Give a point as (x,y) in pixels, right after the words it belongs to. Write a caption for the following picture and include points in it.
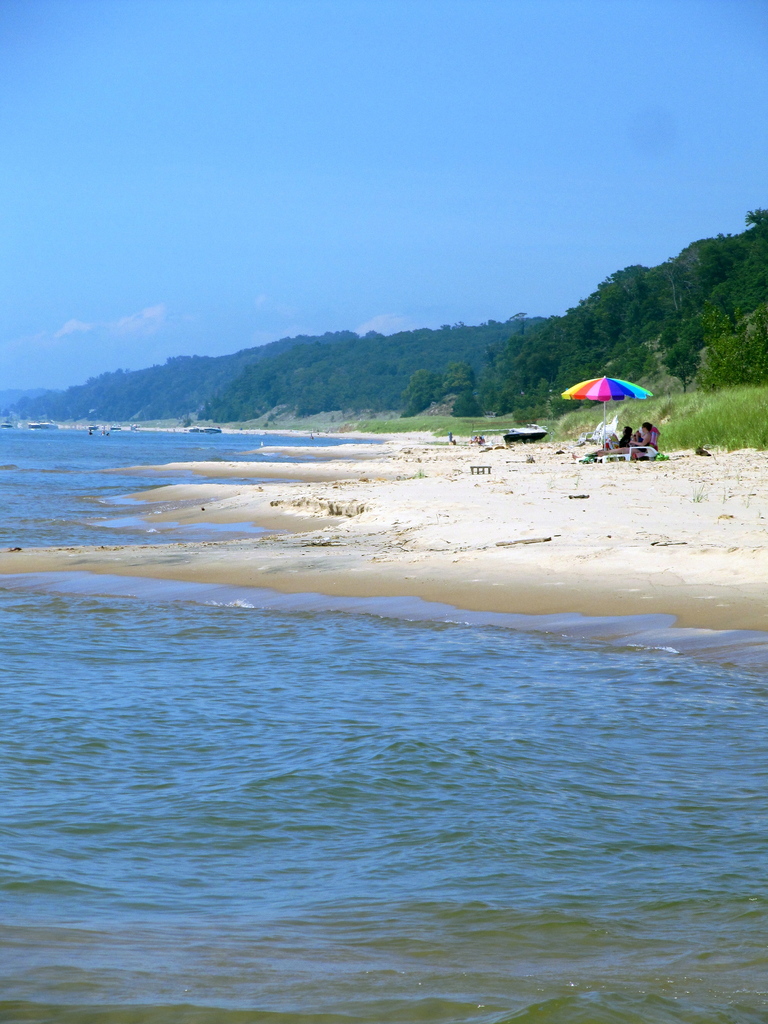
In this image I can see group of people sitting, I can see a multi color umbrella (634,389), water (109,754), trees (498,378) in green color and the sky (377,115) is in blue color.
